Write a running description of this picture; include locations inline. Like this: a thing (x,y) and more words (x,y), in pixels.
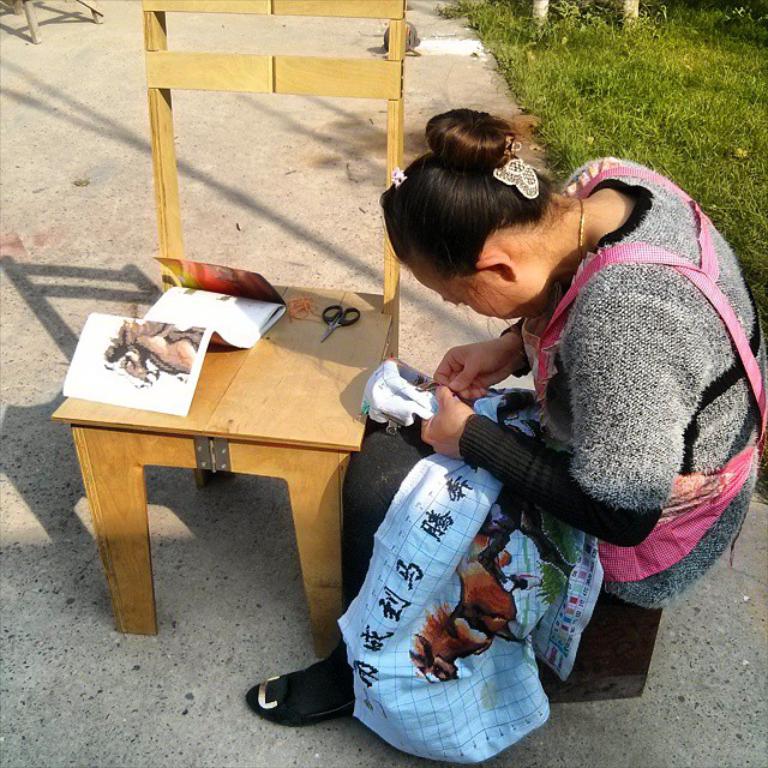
In the center of the picture (328,507) there are chair (323,348), scissor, book (209,330) and a woman (370,557) stitching. On the right (645,93) there are plants (646,1) and grass (603,128). It is a sunny day.
